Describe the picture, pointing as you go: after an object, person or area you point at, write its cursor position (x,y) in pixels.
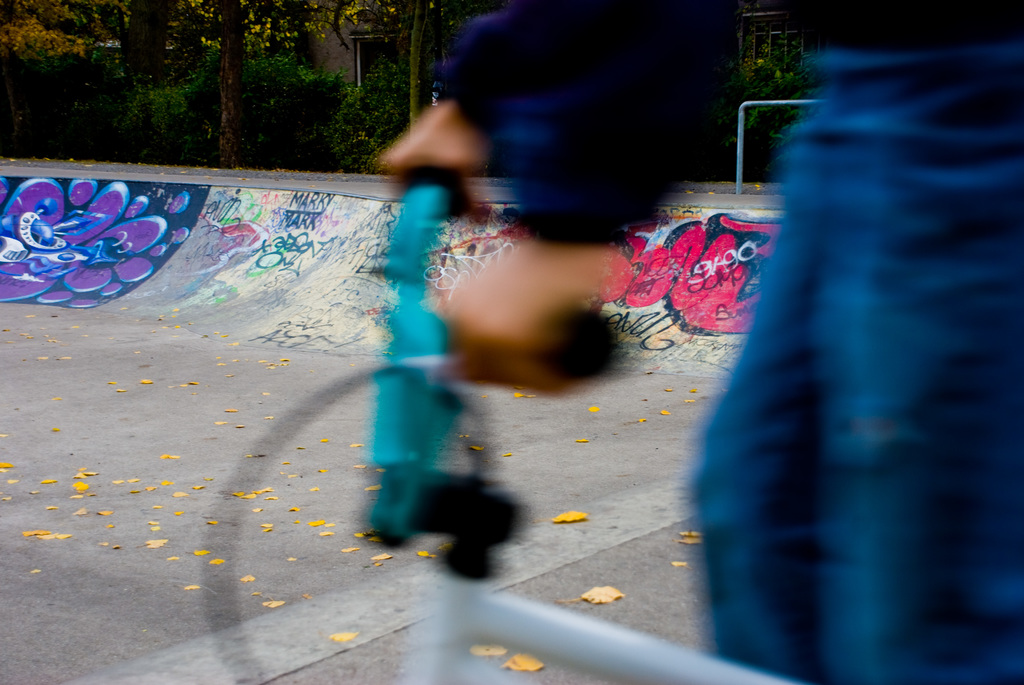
This image consists of a person (683,47) cycling. At the bottom (125,544), there is a ground (84,534). In the background (84,12), there are trees (440,43). The person (804,227) is wearing blue jeans (752,341) and a dark blue top (653,141).
